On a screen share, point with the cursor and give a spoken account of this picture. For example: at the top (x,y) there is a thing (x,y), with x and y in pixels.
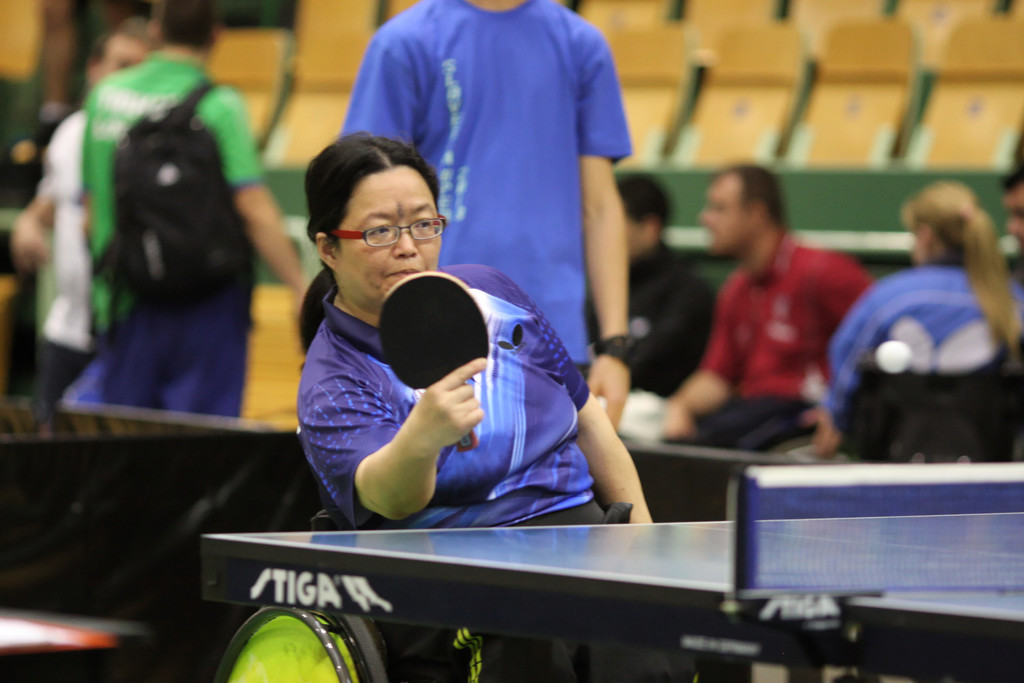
In the image we can see there is a woman (461,480) who is sitting on chair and holding table tennis racket (424,347) in her hand (455,435) and at the back (448,192) people (582,189) are standing and sitting and the image is little blurry and in front of woman (526,498) there is net table (660,552).
